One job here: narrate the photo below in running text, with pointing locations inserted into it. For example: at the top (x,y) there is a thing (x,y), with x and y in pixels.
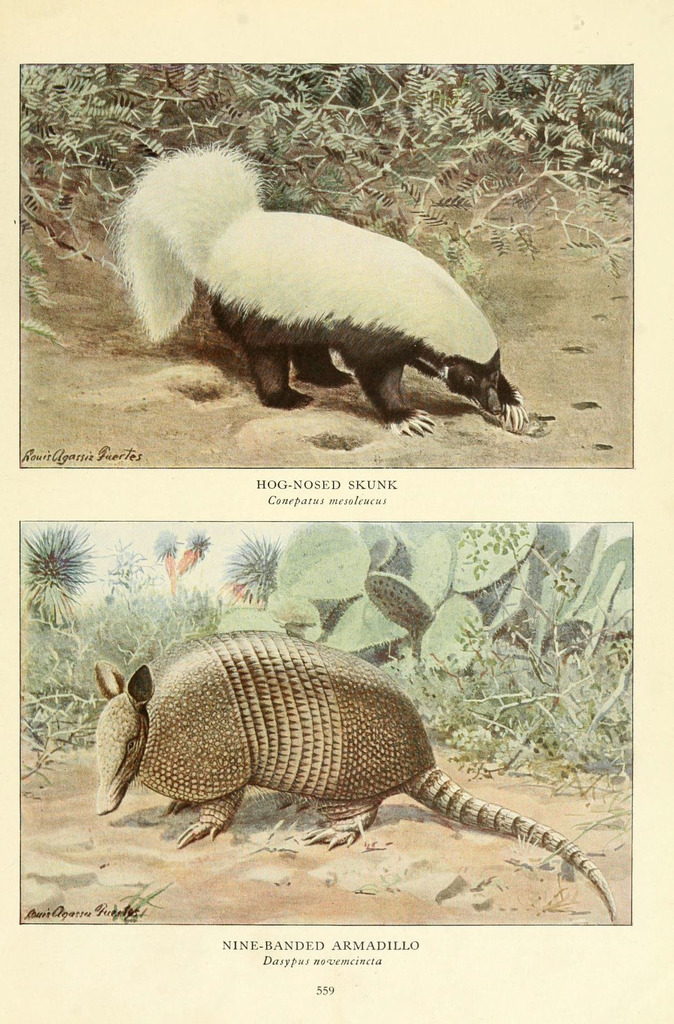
As we can see in the image there is a paper (206,780). On paper (49,27) there is drawing of animals (300,376) and grass (194,87).
